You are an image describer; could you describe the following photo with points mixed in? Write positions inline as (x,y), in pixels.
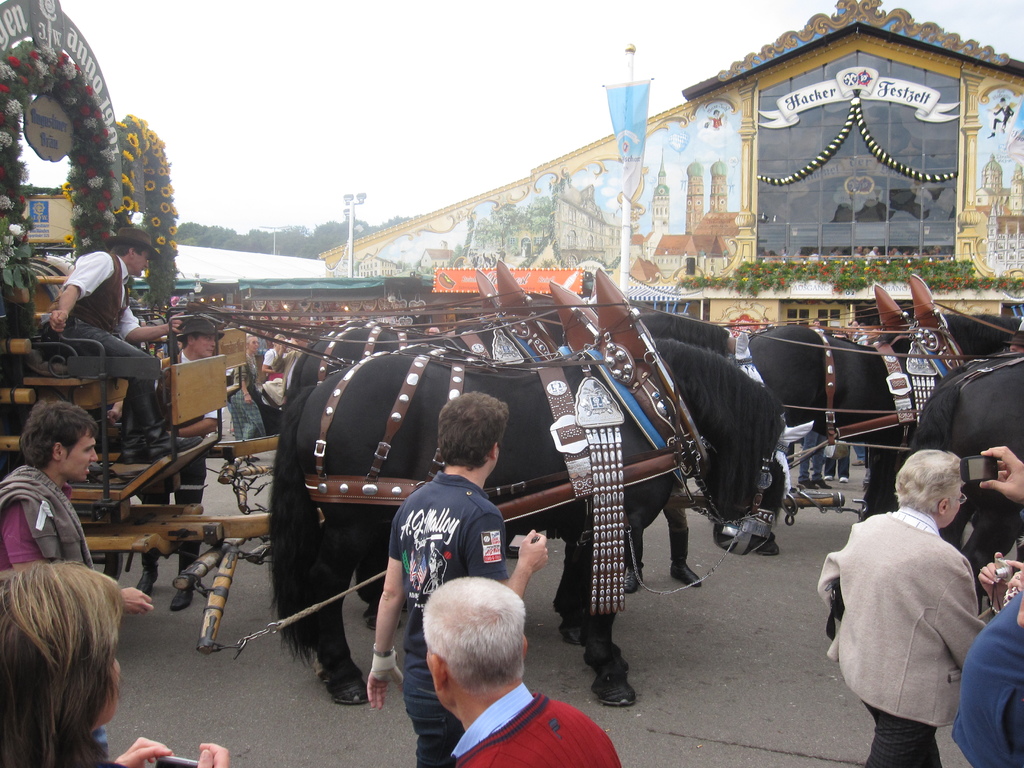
In this picture we can see animal carriages (241,478) with people (83,275) sitting on them. We can also see people (497,719) walking on the road (263,727).
